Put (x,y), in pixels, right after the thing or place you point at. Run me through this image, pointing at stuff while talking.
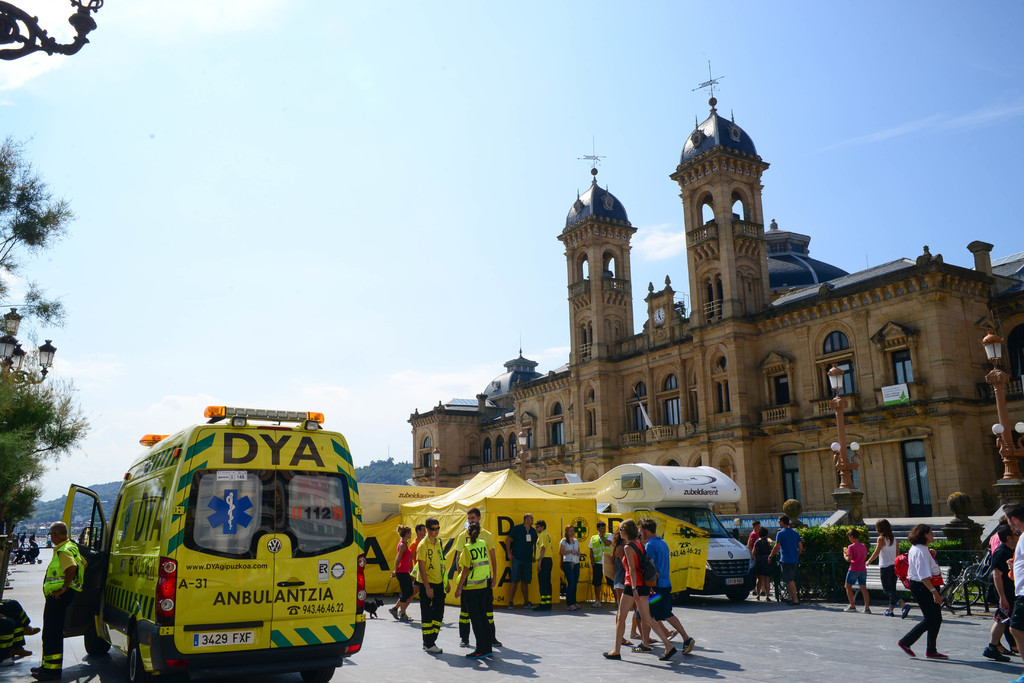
In this image there is an ambulance (199,586) on the road (27,567), beside the ambulance (325,610) there are a few people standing and there are a few pedestrians (865,562) walking on the road (761,597), and there is a tent (452,529) on the road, beside the tent (556,544) there is a van (682,515), beside the van (711,527) there are stairs (911,528) to a building (763,419), beside the stairs (902,540) there are lamp posts (846,489), in the background of the image (402,483) there are mountains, to the left of the ambulance (81,491) there are lamp posts (7,376) and trees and there are a few people (47,572) standing in front of the ambulance (298,498).
